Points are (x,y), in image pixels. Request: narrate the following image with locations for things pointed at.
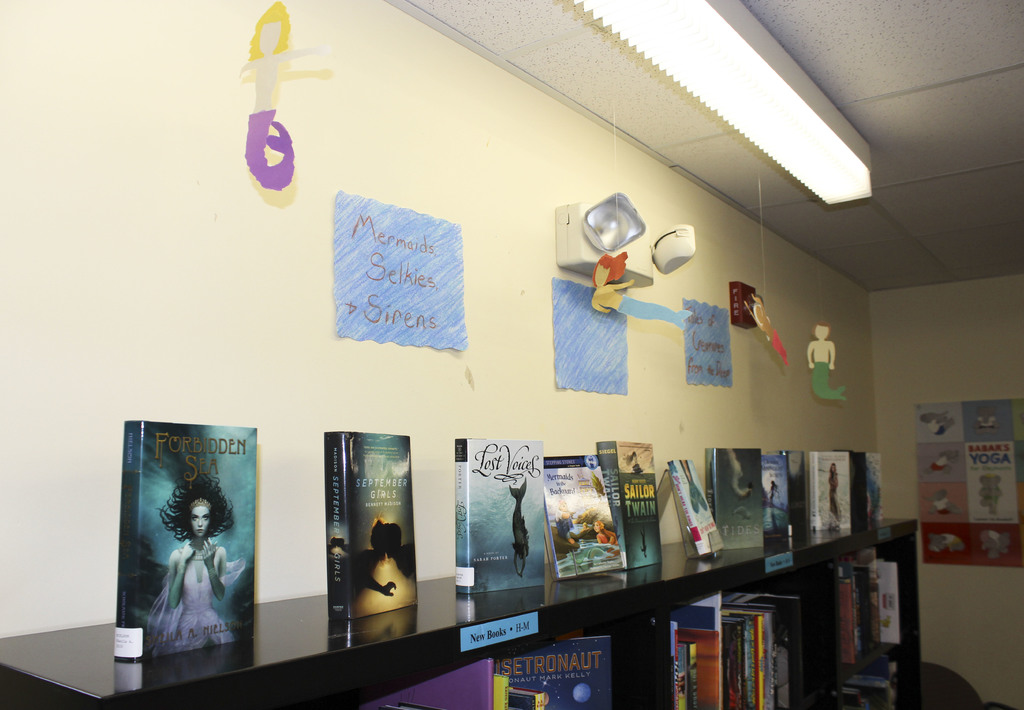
In this picture we can see books (740,546) in racks (736,558), posters (1017,564) on the wall (984,606), paper crafts (668,309) and objects (610,215). At the top of the image (863,154) we can see light (867,188).
